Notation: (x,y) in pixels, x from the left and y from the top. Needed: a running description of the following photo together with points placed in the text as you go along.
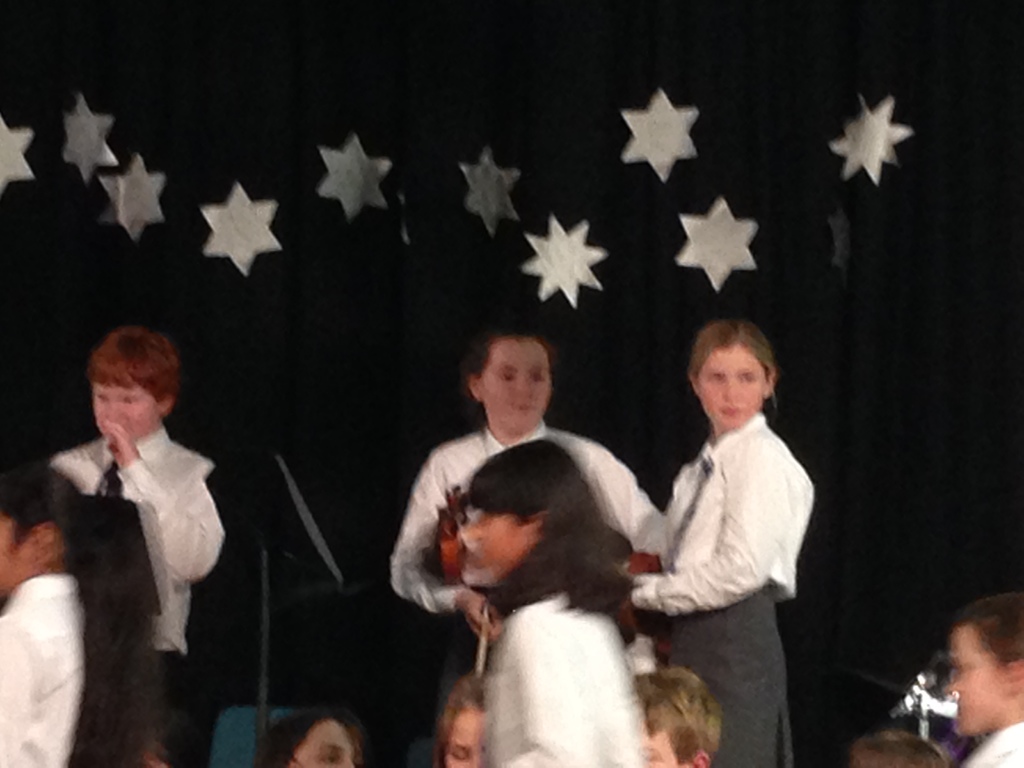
In this image we can see a few people (971,690). They are wearing a white color shirt (179,540) and a tie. In the background (55,437), we can see the black color cloth (400,363) with stars (340,154) on it.
